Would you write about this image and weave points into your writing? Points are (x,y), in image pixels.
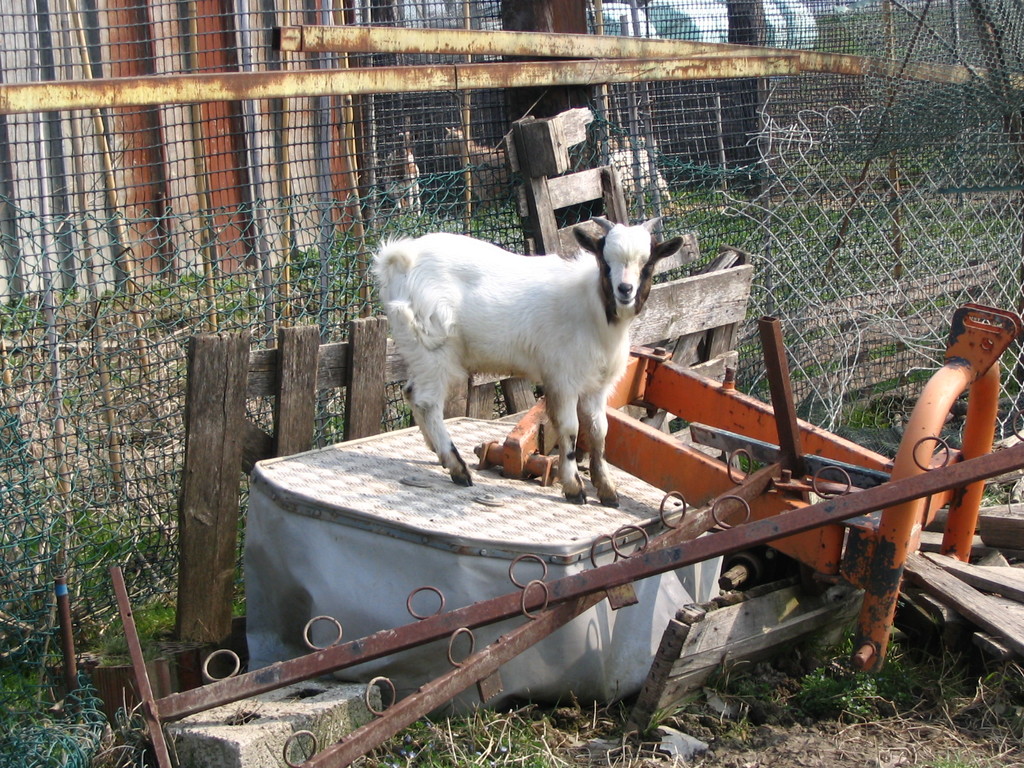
In this image there is a goat (594,274) standing on the object (486,550), which is placed on the surface (991,662) and there are few wooden structures (671,664), in the background (851,344) there is a net fence (437,118) and some metal sheets (175,40).
